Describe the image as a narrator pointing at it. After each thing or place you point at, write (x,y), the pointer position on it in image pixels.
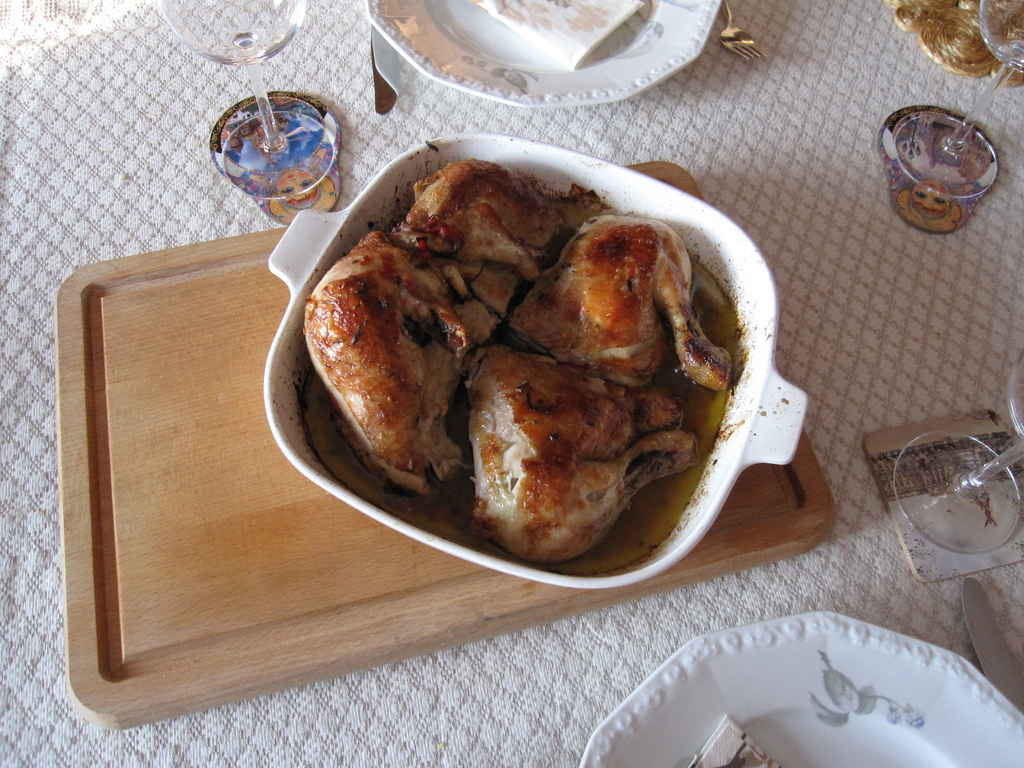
In this picture we can see a cloth (392,724) and on the cloth (252,729) there is a wooden object (249,549), plates (773,698), glasses (992,500), fork (728,32) and knife (1010,678). In the bowl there are some food items (640,377).
